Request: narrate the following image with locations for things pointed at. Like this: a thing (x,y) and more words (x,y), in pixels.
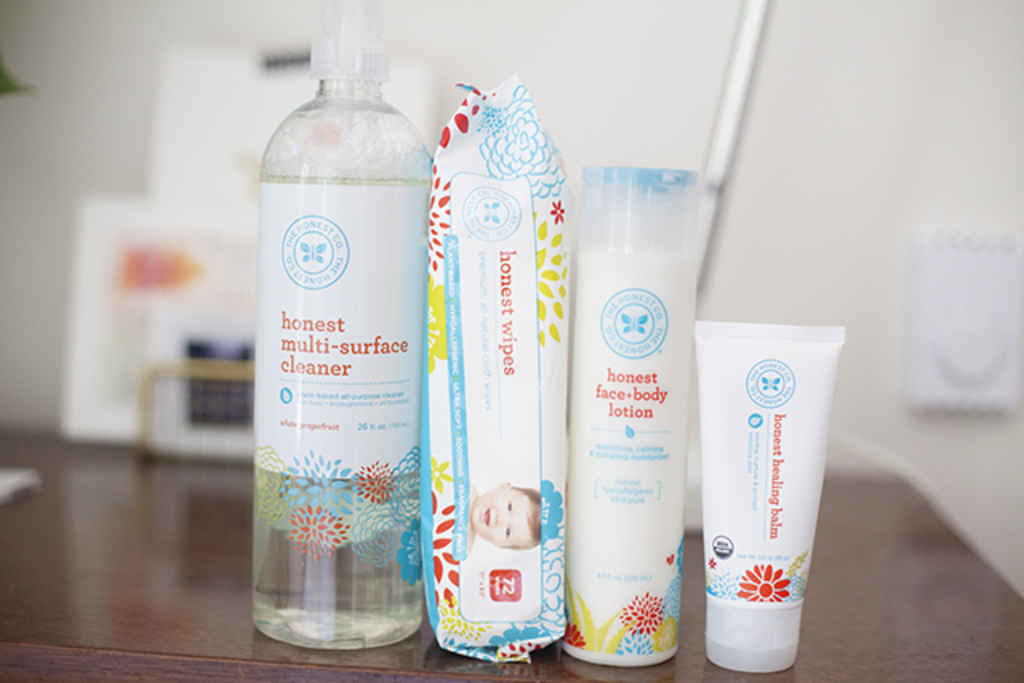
In this picture there is a cleaner (369,390), wipers (466,380), body lotion (609,451) and a baby creams (734,551) were placed on the table (119,543). In the background (799,225) there is wall (548,81) and some products (154,386) here.
